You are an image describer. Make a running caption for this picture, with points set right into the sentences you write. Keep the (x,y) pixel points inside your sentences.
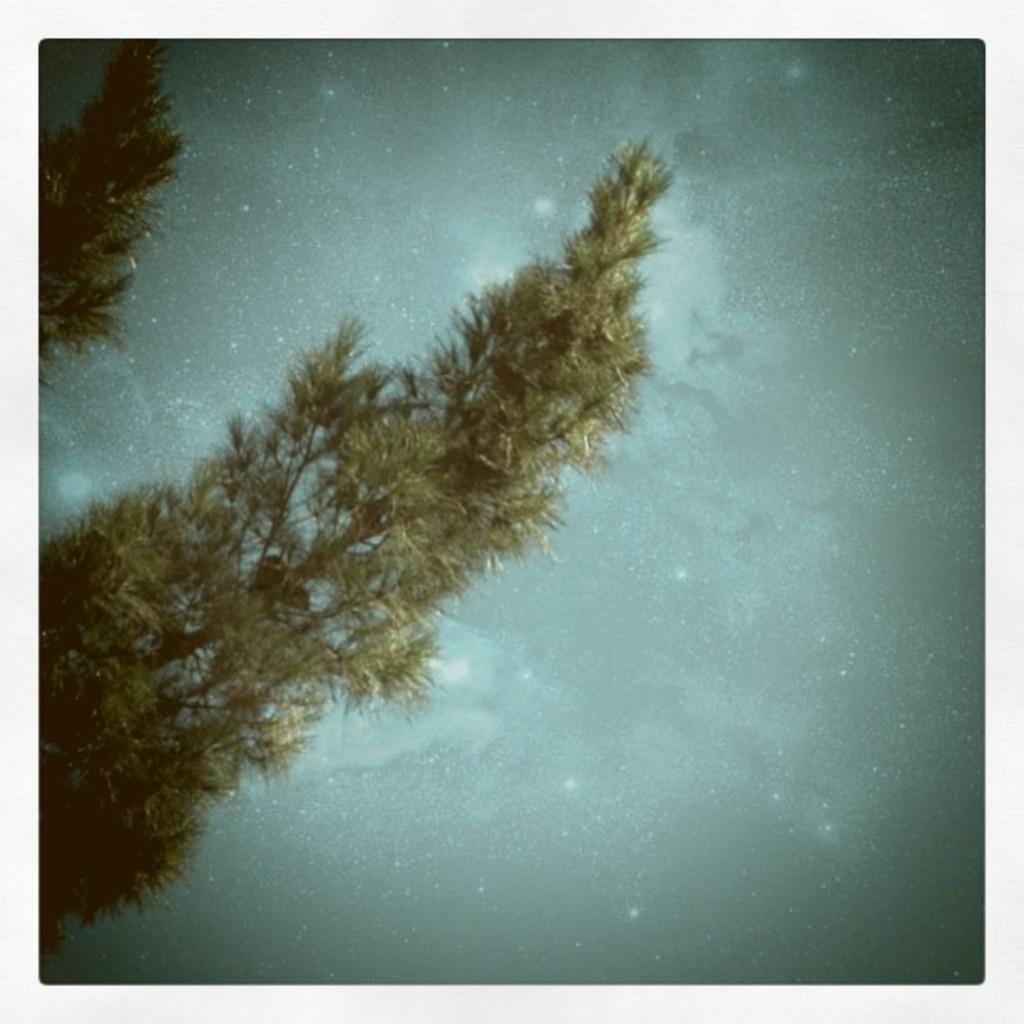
This image consists of two trees (248,523). One is in the top left corner (119,171), another one is in the middle (464,504).
